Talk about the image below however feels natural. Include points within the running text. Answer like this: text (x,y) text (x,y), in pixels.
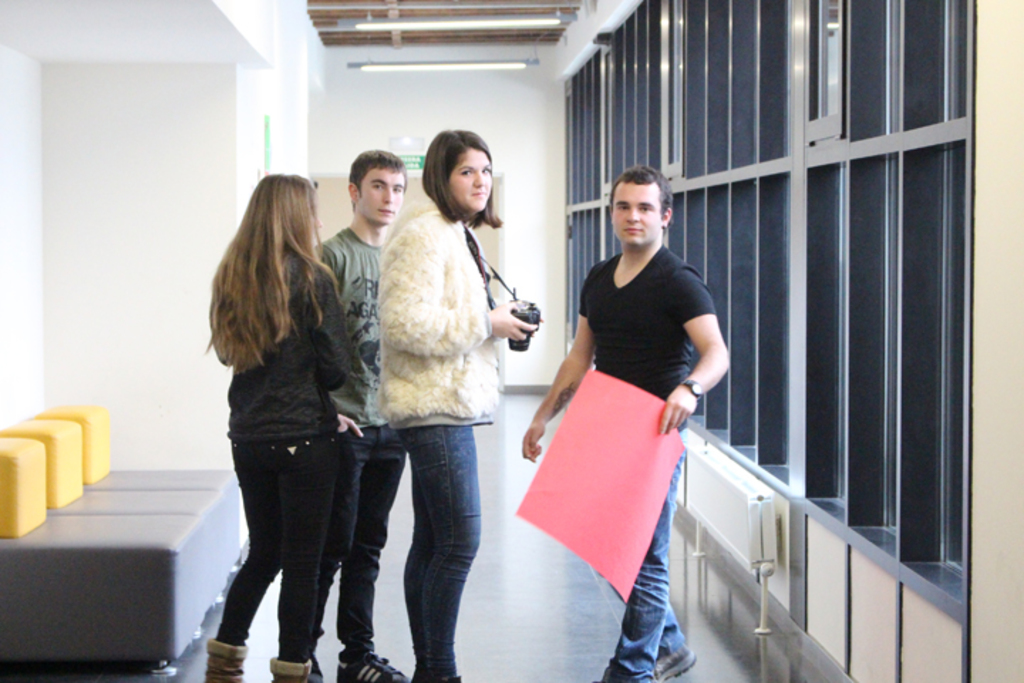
In this image there are some persons (400,387) standing and one person (696,395) is holding chart (606,401), and one person (509,323) is holding a camera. On the left side (101,547) there is a couch (95,516) and on the right side (887,320) there are some windows (806,181), and in the background (416,121) there is a wall (430,122), doors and lights (389,66). At the bottom (498,573) there is floor (499,574).
